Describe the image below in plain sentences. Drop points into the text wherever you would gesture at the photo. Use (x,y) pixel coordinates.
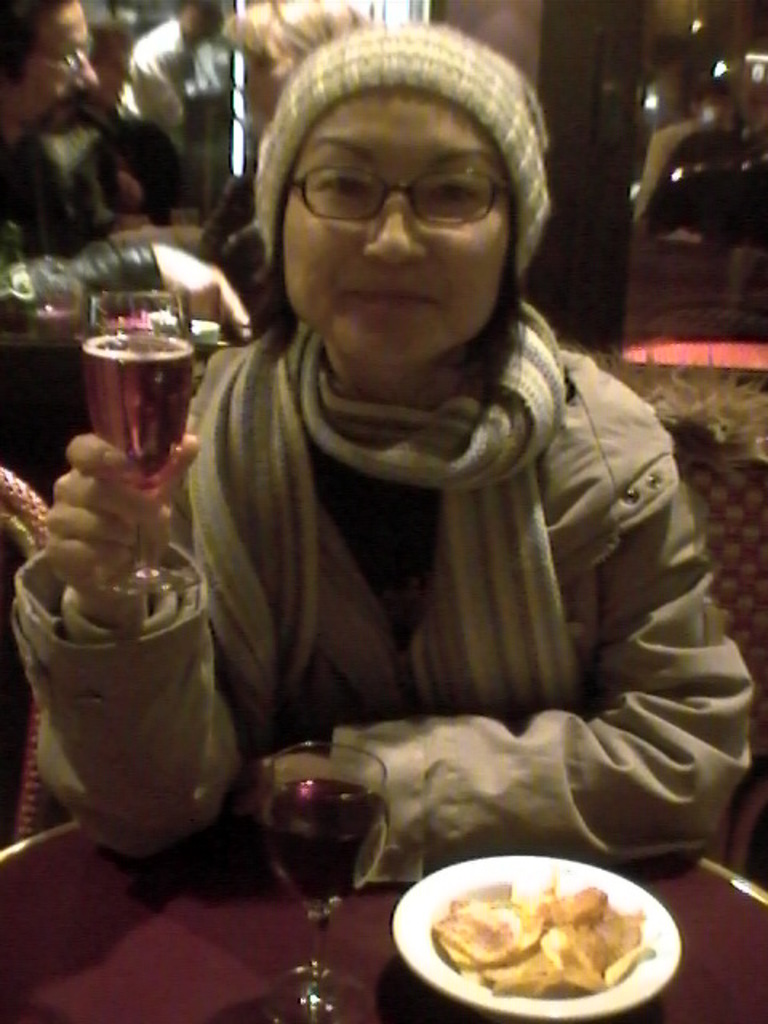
This image is clicked in a restaurant (17,796). There are tables (235,961) and chairs (34,773). A person (383,655) is sitting in the middle (303,579) on a chair (24,509) near the table (44,843). On table (373,969) there is a plate (408,902), glass (329,906). She is holding a glass (185,577) in her hand (81,527). Behind her there are so many people (168,136) on the left side (128,191).
